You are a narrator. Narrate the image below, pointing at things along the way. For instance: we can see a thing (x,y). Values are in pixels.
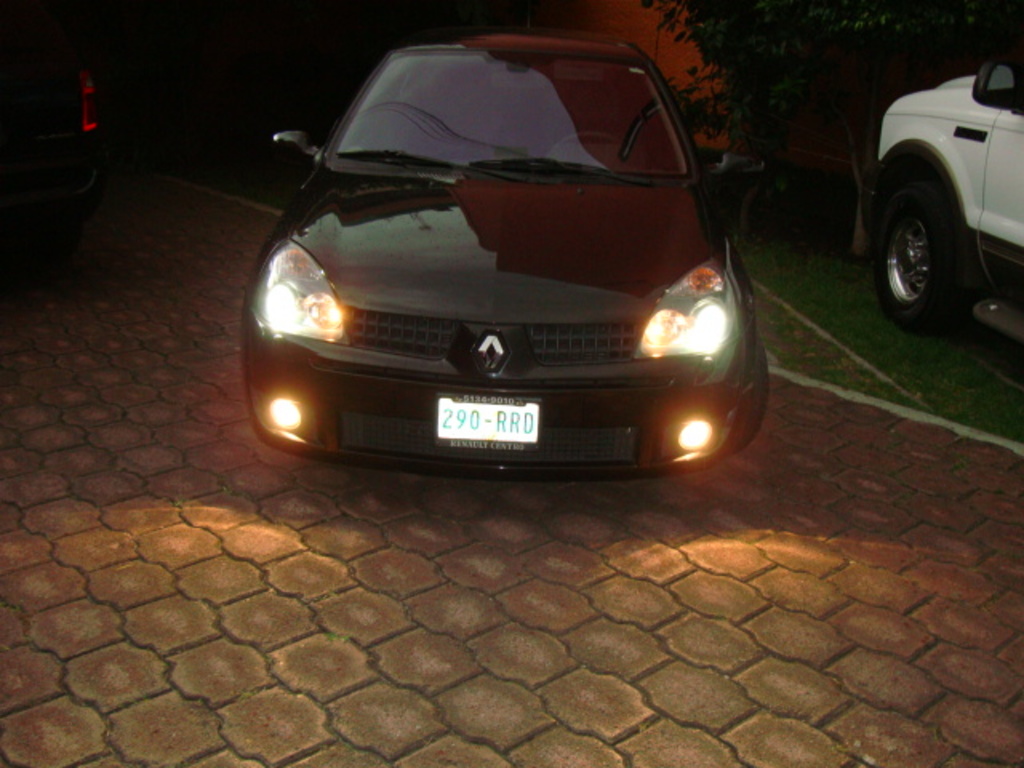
In this image we can see few cars (544,266) on the ground (786,518) and a tree (818,19) in the background (839,149).
